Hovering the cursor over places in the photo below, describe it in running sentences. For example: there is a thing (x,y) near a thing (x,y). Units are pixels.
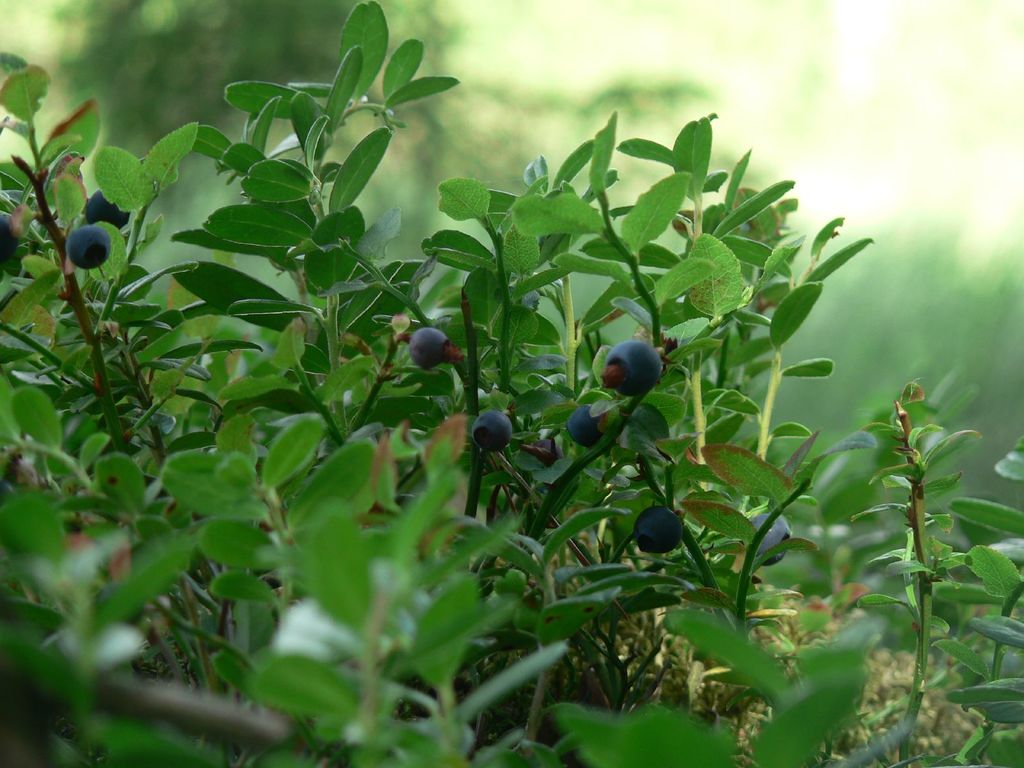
In this image we can see plants (636,554) and berries (556,457). There is a blur background (909,326).
